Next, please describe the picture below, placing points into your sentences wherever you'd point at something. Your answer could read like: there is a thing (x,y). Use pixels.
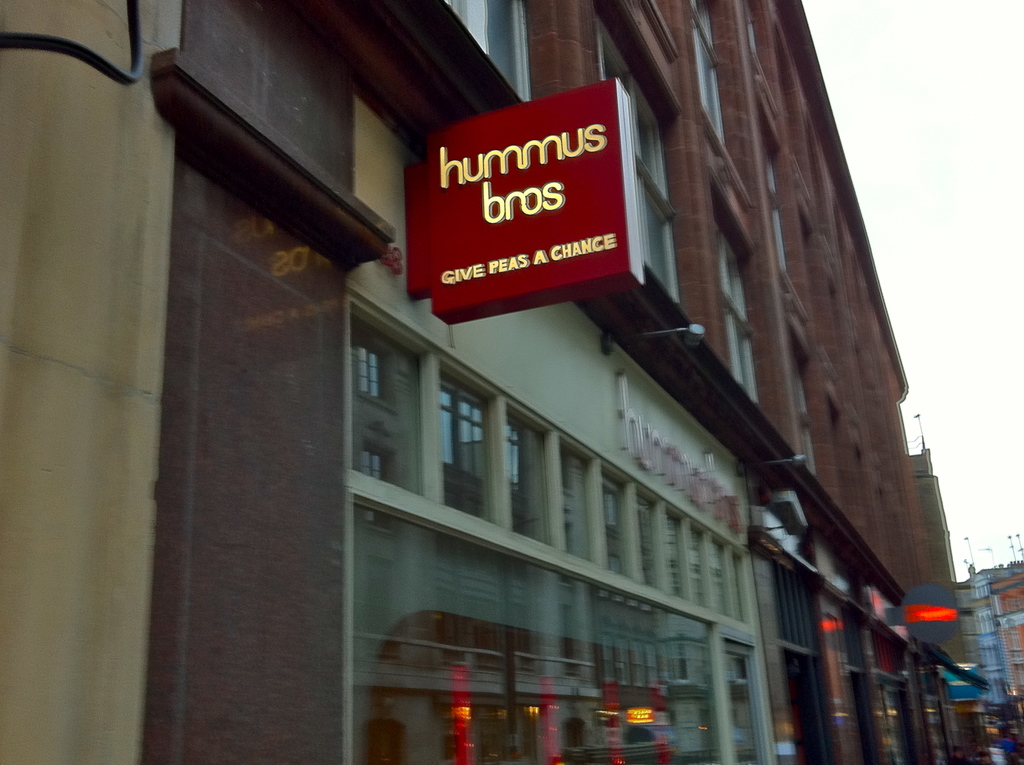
In this image we can see buildings (424,382) with glass windows (772,215) and one board (534,195) is attached to the building (112,297).
